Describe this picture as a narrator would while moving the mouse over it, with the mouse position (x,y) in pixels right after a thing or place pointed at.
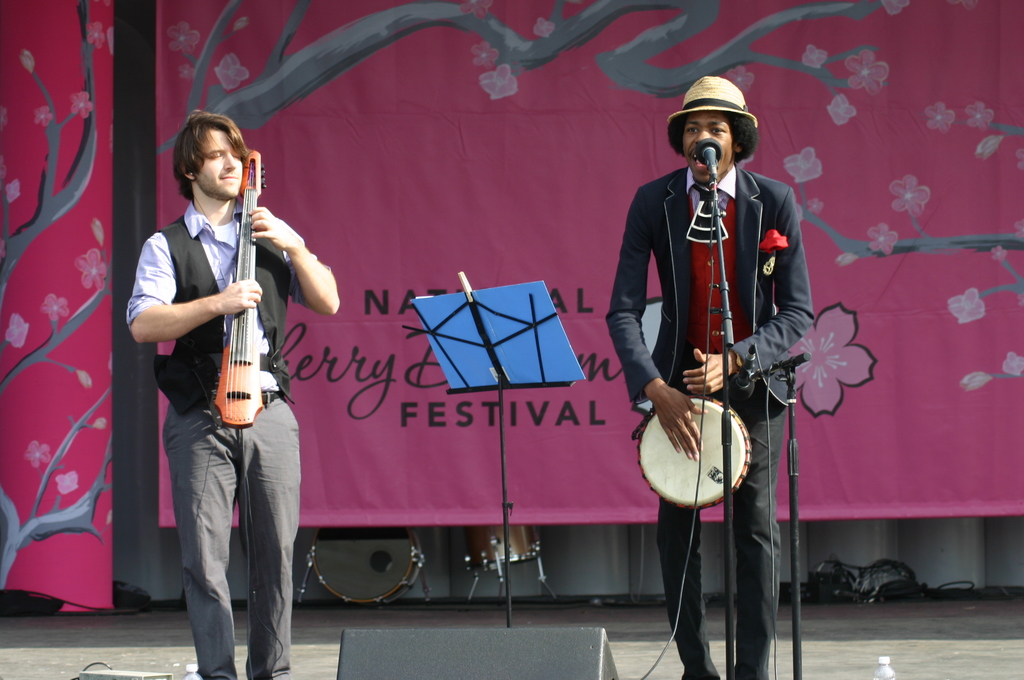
These two persons (737,540) are playing musical instruments (239,265). Backside of this person's (273,267) there is a banner (446,168). This man (731,166) is singing in-front of mic (703,155).
